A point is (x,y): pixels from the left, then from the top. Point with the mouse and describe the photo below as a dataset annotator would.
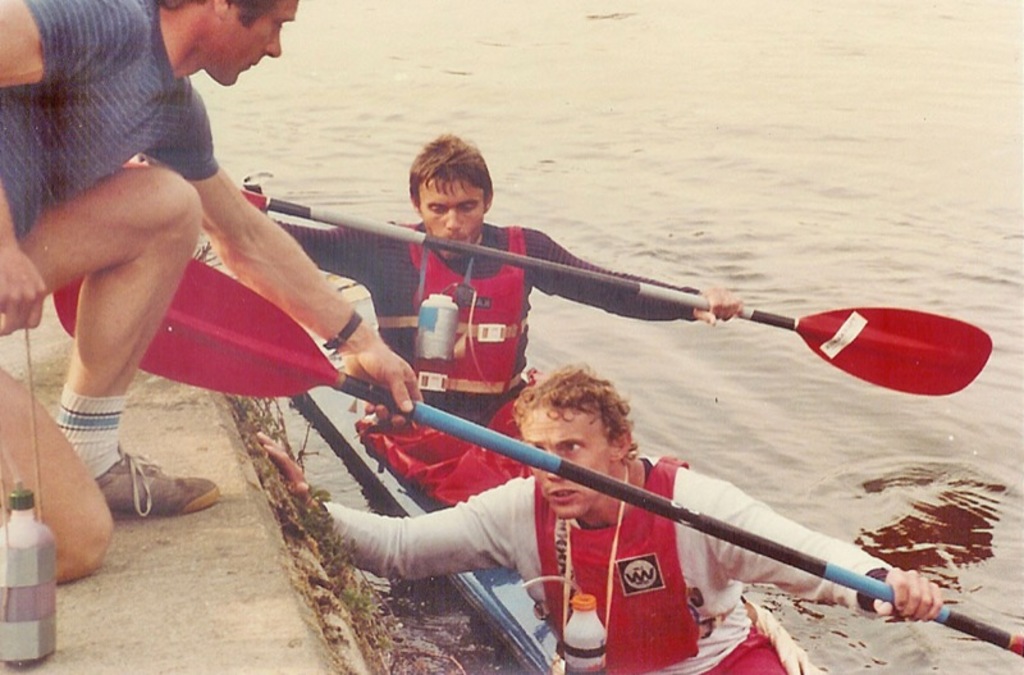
Here in this picture we can see two men (393,297) sitting in the boat (466,441), which is present in the water (535,322) and both of them are holding paddles (471,243) in their hands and carrying bottles (444,309) and on the left side (78,197) we can see another person (90,130) present on the ground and he is holding the paddle (541,454) from the person (562,480) and he is also holding a bottle (20,592) in another hand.
